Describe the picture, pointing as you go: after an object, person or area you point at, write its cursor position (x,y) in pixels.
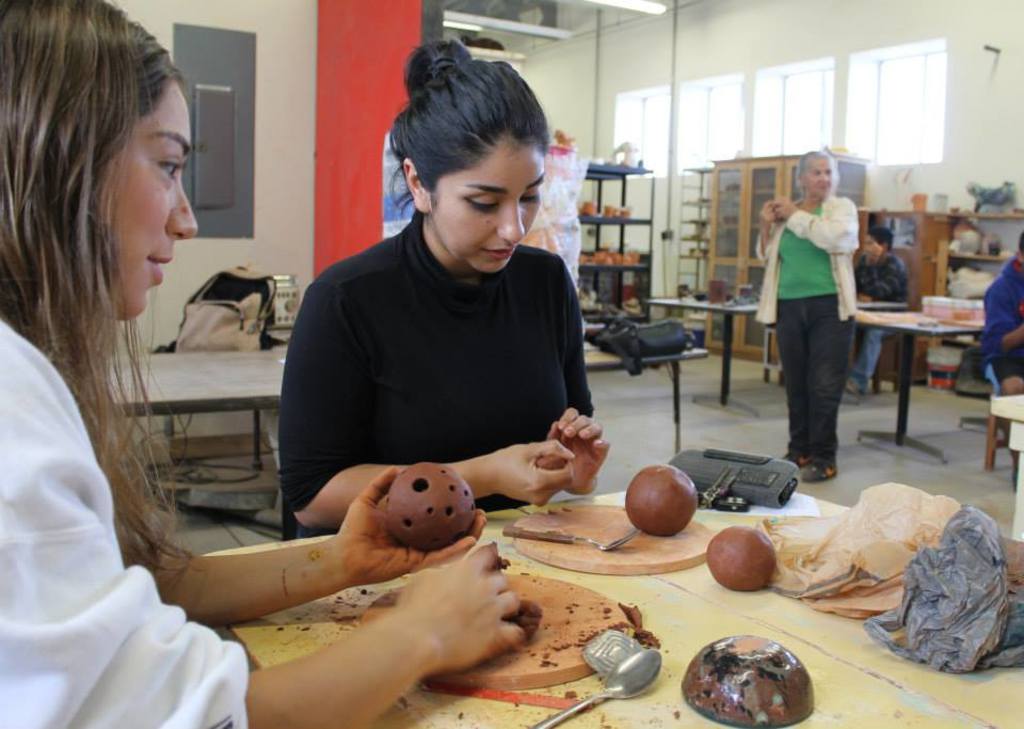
Here we can see few persons (795,383). There are tables (504,541), bags (676,343), plastic covers (842,511), spoon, and objects (772,651). There are cupboards (901,213), rack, and windows (667,149). In the background (609,71) we can see wall (286,152).
